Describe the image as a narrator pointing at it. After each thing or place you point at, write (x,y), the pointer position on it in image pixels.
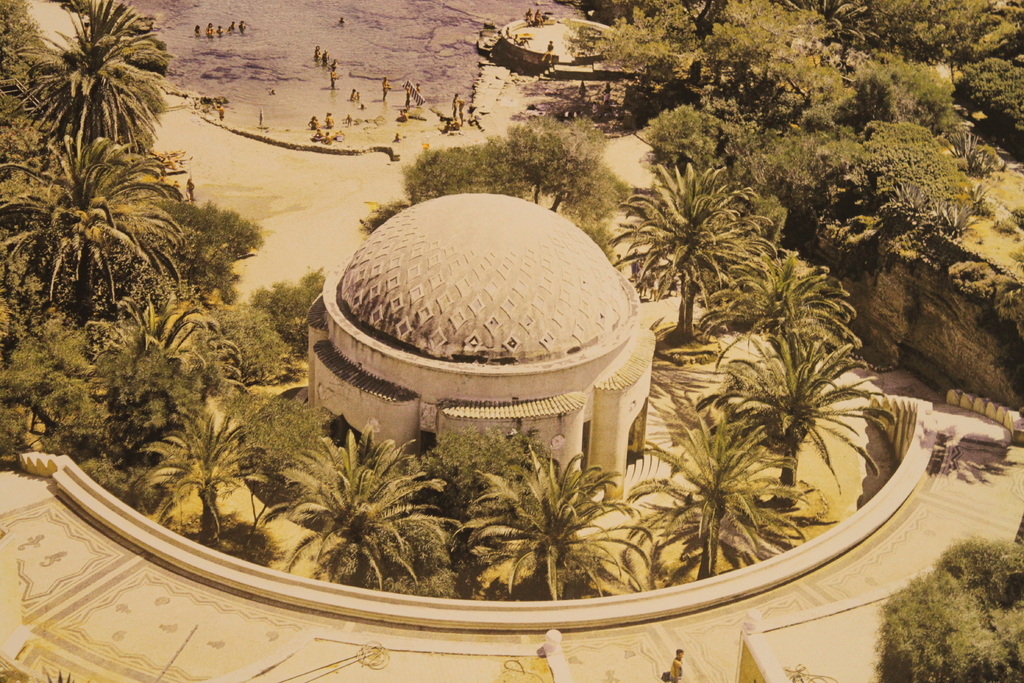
In this image there are trees (547,190), there is a dome (534,353) and there are persons (335,63) and there's grass (994,217) on the ground (994,207) and there is water (373,22).
